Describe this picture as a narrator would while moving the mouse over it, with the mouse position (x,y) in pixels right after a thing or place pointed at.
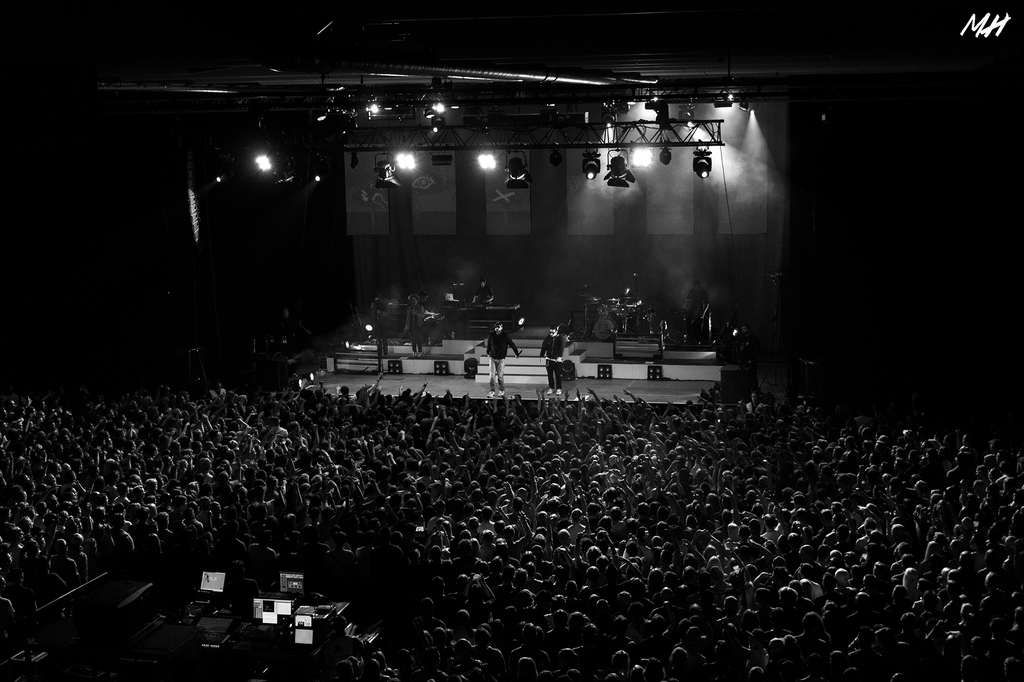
This is a black and white picture, there are few people (423,340) playing music instruments (613,311) on the stage (346,378) and there are many people (345,464) standing in the front (825,510), there are lights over the ceiling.
